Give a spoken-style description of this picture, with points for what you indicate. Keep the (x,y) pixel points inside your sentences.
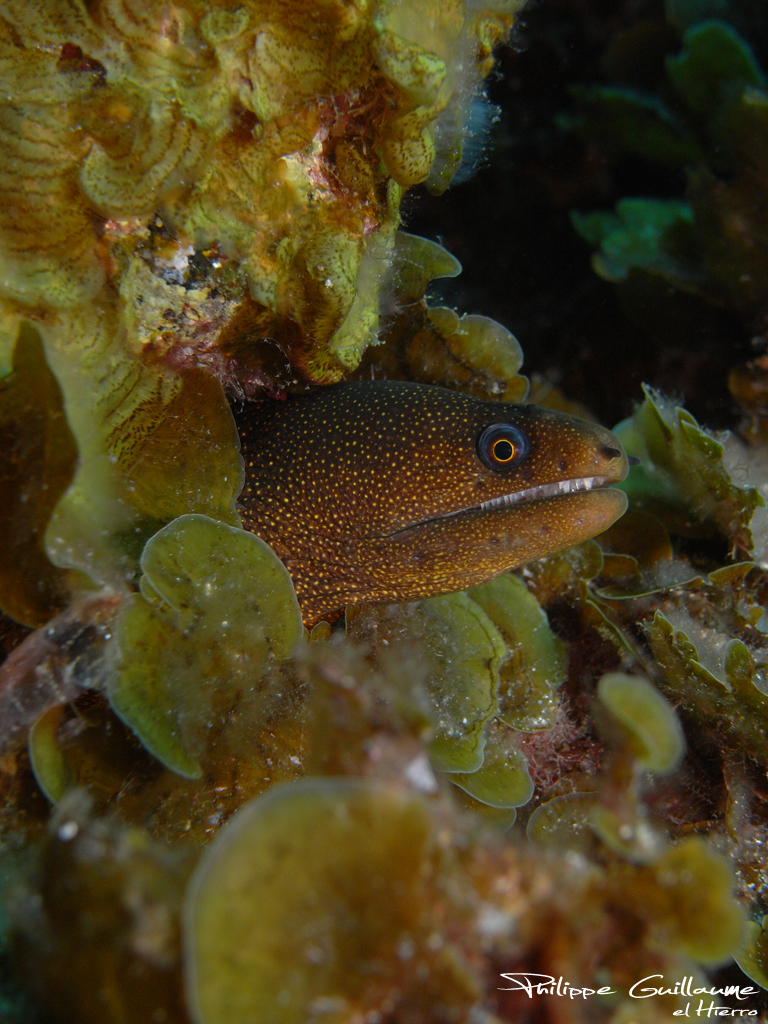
In this image we can see a fish (470,427) with an underwater environment (753,6).
